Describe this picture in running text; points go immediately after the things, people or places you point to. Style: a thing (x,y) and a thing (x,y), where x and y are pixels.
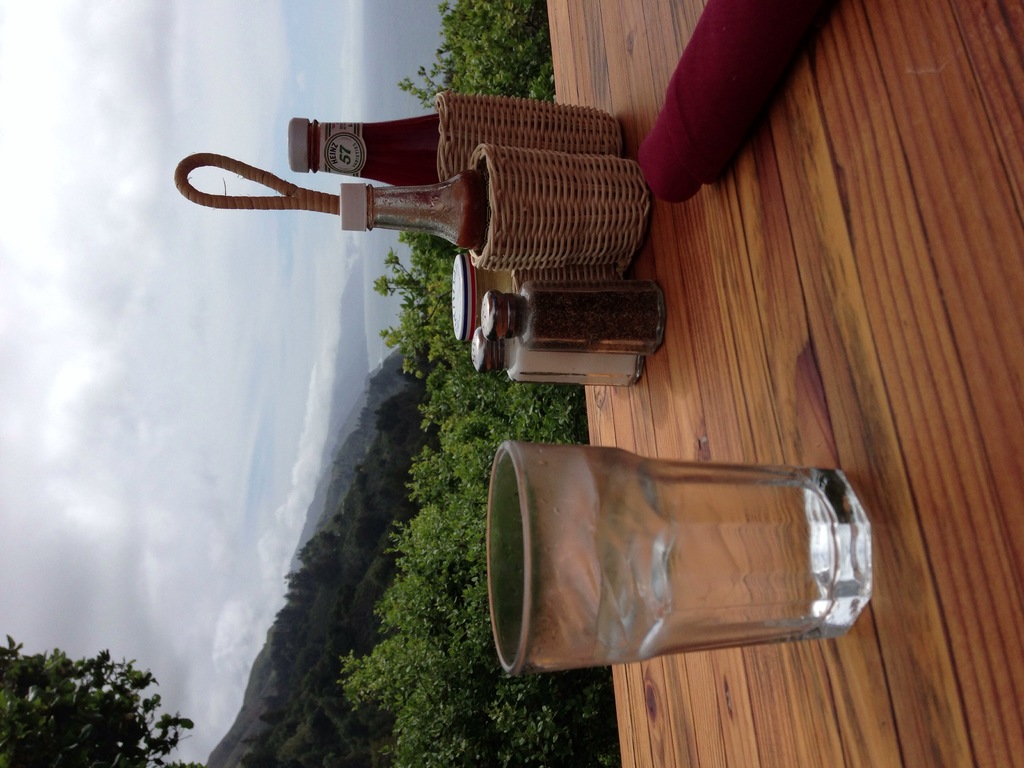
This image is clicked outside. There are trees (429,520) in the middle (445,404) and there is a tree (65,666) in the bottom left corner (83,685). On the table (926,199) which is on the right side (850,414) there is a glass (598,522), sauce bottles (473,270) and the napkin (679,120). There is sky (59,407) on the left side (150,328).
